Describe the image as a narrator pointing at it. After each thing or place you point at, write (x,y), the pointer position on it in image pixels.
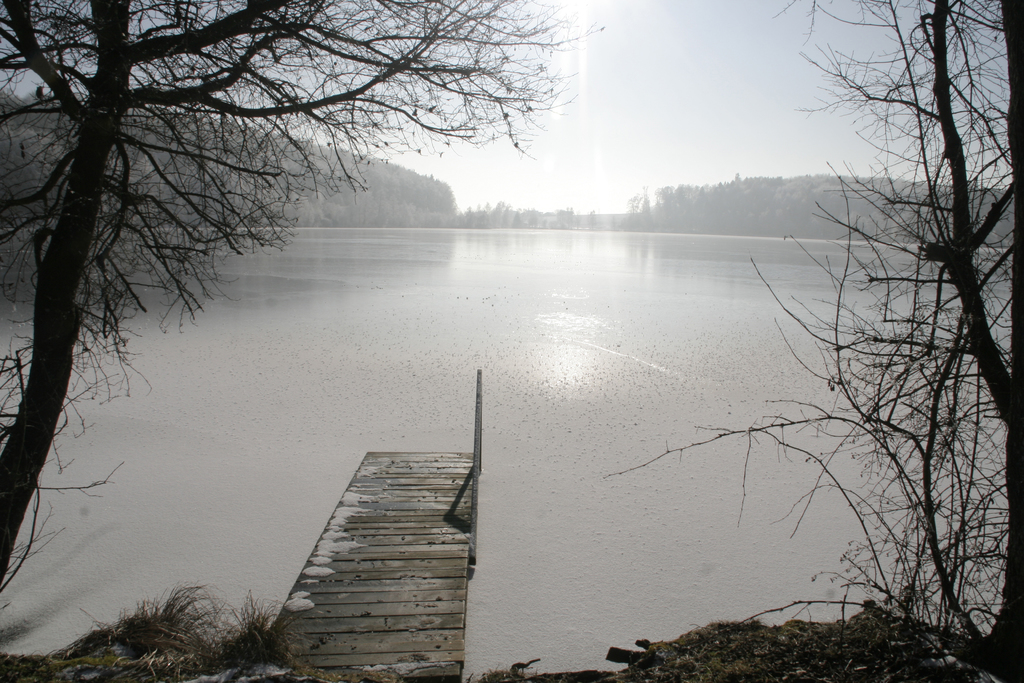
In this image at the center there is a bridge (428,509). In front of that there is a river (564,274). At the background (283,204) there are trees (704,203) and sky (721,108).
